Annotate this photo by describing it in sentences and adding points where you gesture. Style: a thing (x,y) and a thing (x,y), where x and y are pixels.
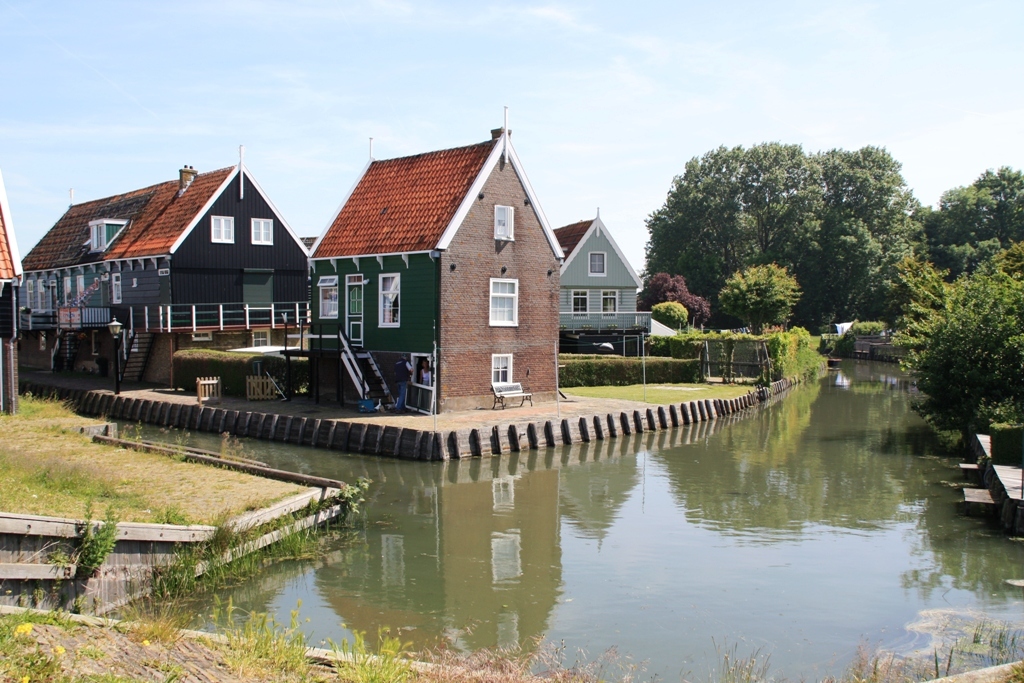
In this image we can see houses (3,326), bench (520,391), fence (192,317), pole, grassy land (225,518), water body (494,543) and trees (829,279). At the top of the image (531,80), we can see the sky (213,113).
